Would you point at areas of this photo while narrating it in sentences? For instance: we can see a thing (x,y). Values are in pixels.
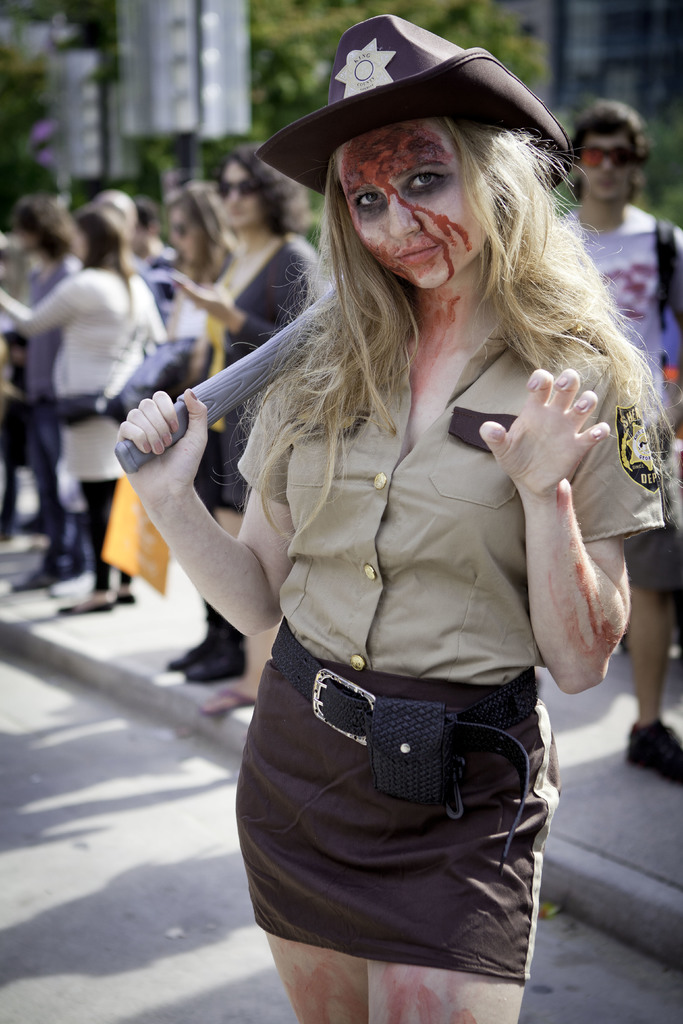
In front of the image there is a woman (176,460) standing and holding some object (221,414) in her hand (170,437), behind the woman (283,381) on the pavement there are a few other people (38,289), behind them there are trees (427,19) and buildings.
